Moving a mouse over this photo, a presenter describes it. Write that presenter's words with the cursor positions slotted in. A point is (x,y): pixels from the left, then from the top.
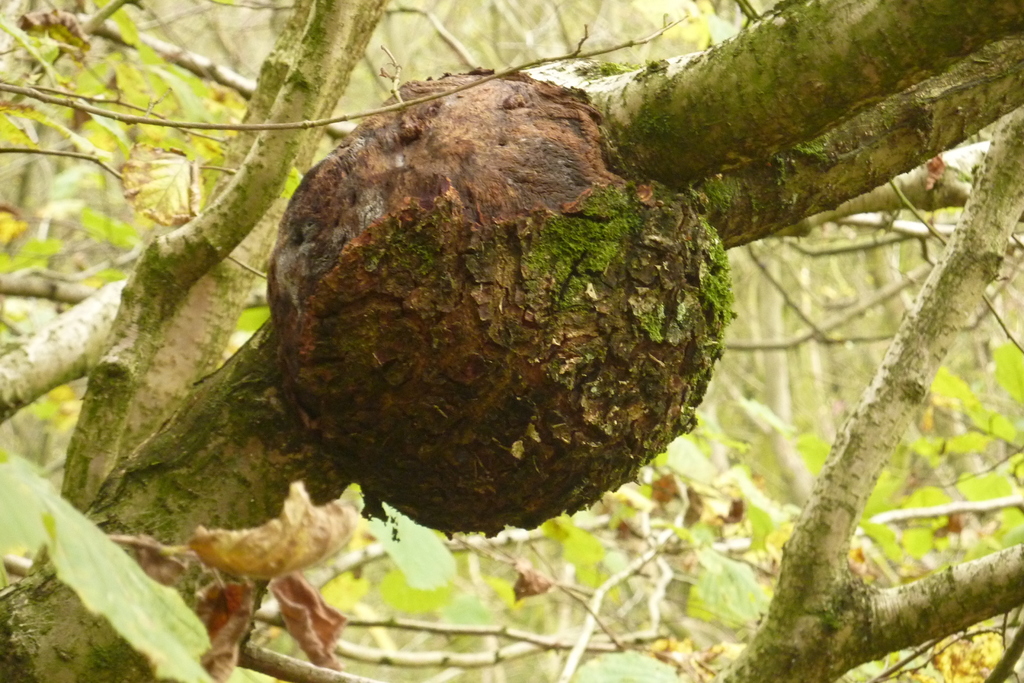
In this picture there are trees (490,298).
